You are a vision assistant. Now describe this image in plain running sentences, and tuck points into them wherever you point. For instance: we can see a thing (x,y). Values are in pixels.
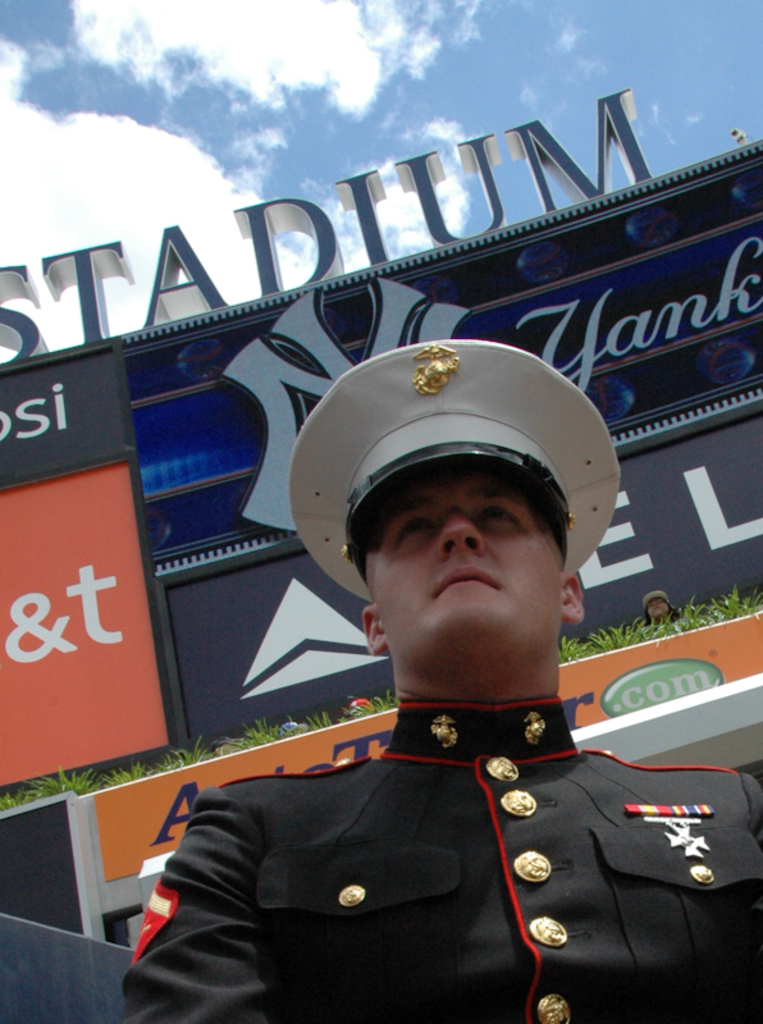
In the center of the image (399,677) we can see a man (445,762) is wearing a uniform (445,713), cap (483,368). In the background of the image (735,437) we can see the boards (286,513), naming board (624,264), grass (143,773) and some people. On the boards (604,688) we can see the text (376,296). At the top of the image (320,99) we can see the clouds (309,266) are present in the sky (229,266).
